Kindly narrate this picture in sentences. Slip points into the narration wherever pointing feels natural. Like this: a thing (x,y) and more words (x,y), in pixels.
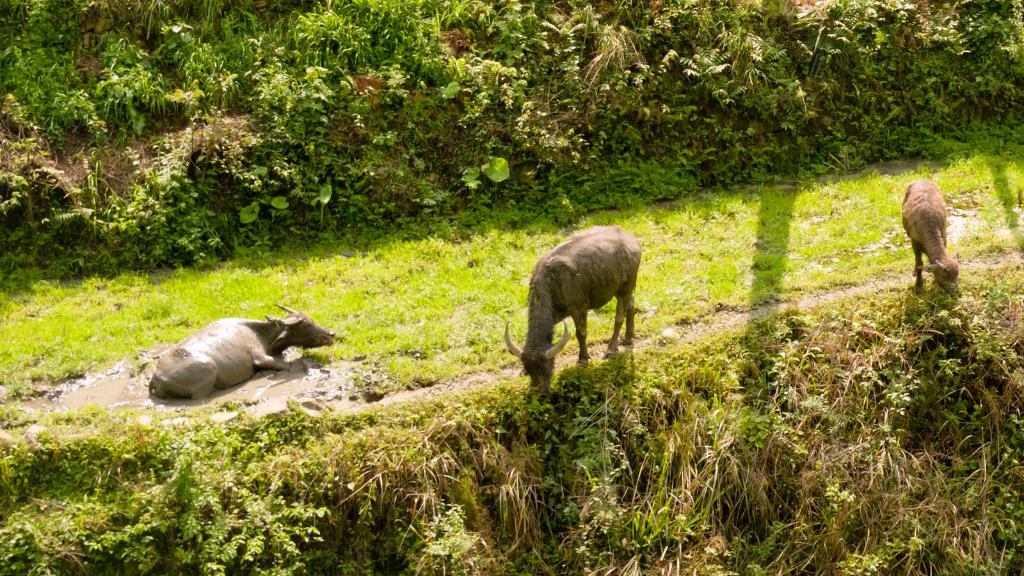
On the left side of the image (263,358), we can see a bull (277,356) in the mud (320,366). In the middle (579,324) and right side of the image (938,275), we can see animals (943,276) are on the ground (863,281). At the bottom of the image (881,466), there are so many plants (718,494). In the background (671,264), we can see grass (469,281) and plants (142,201).
